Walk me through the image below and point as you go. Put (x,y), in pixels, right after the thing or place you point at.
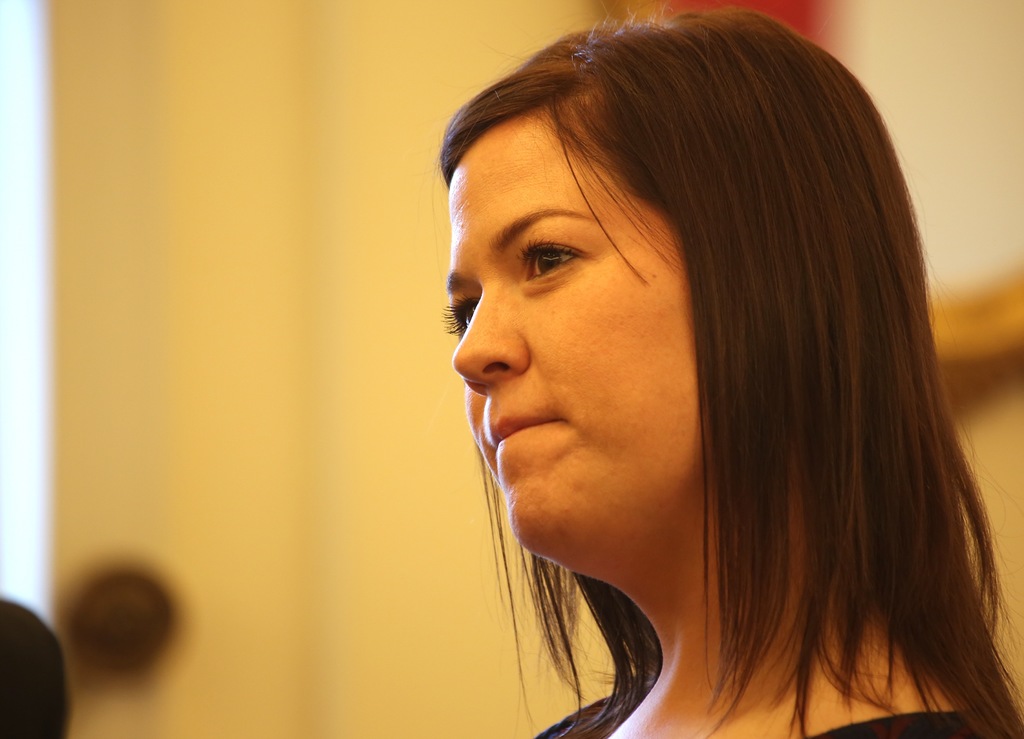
The picture consists of a woman (636,314). The background (997,402) is blurred. In the background (315,547) there is a frame (1008,333) and wall (181,591).
